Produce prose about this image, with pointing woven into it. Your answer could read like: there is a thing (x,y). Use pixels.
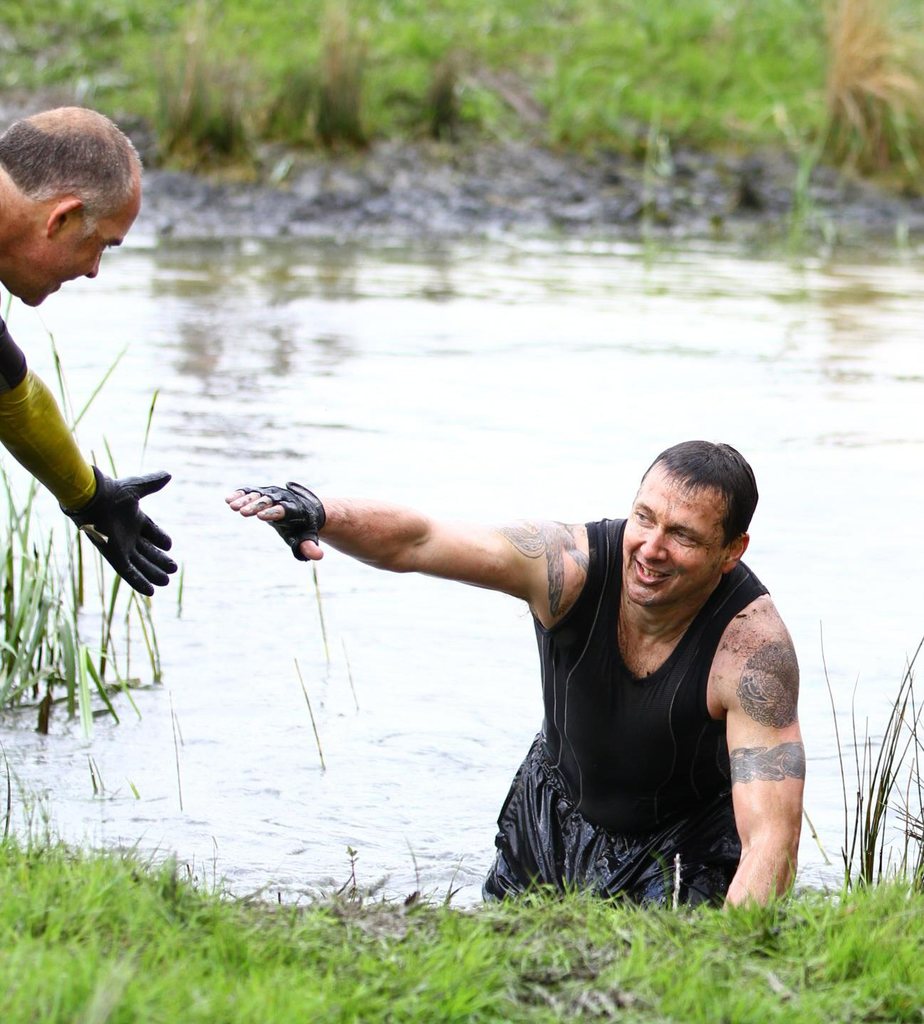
In this picture there is a man (21,144) standing and there is another man (719,754) standing in the water (760,536) and he is smiling. At the back (693,79) there are plants (421,81). At the bottom (885,683) there is water (485,476) and grass (524,974).
